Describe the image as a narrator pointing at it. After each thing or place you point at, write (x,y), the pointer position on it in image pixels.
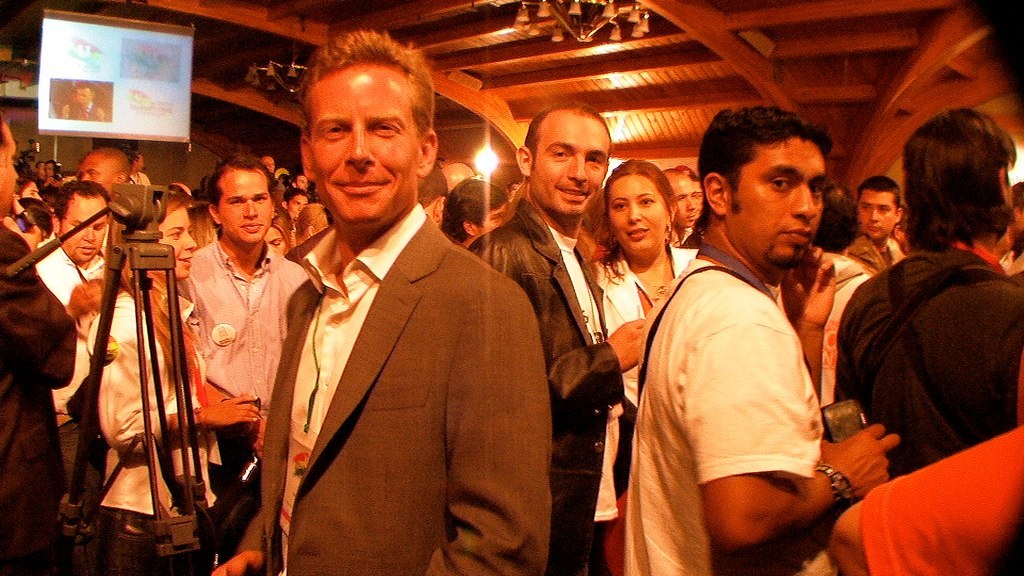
In this image I can see group of persons (726,254) standing and on the roof (547,70) I can see a chandelier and light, on the left side (138,50) I can see a camera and screen (155,120).
